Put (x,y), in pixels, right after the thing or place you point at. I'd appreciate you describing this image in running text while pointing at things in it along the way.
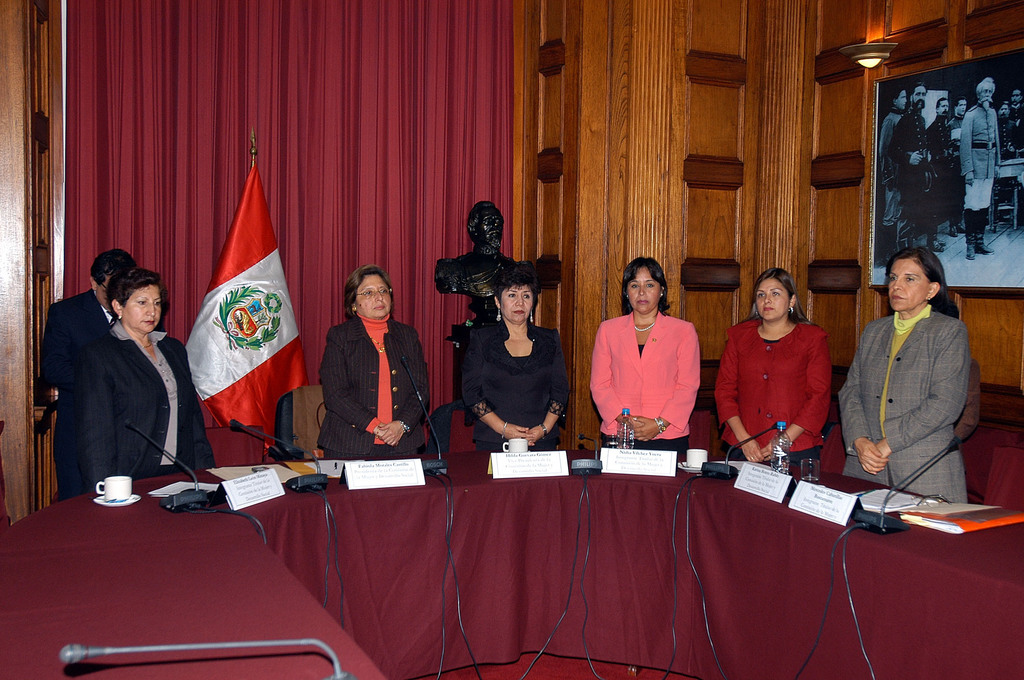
In this image there are group of women (467,403) who are standing around the table (76,557) one beside the other. In front of them there is a table (82,569) on which there are mics (293,480), cups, bottles (628,424), boards (260,501) on it. In the background (346,102) there is a curtain (301,55). On the left side (225,342) there is a flag (222,323). On the right side (828,100) there is wooden wall (831,181) to which there is a photo frame (929,142).
